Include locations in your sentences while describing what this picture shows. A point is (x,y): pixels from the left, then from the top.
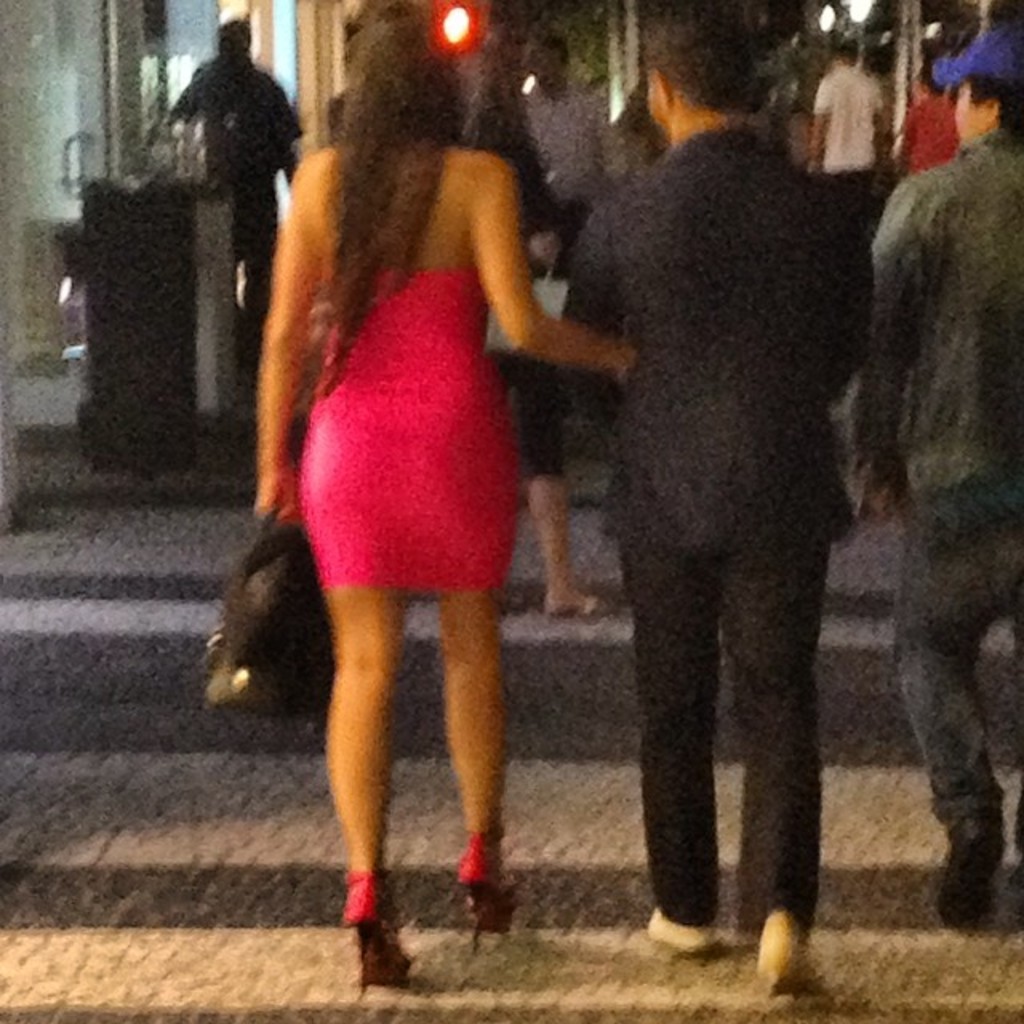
In this picture there is a woman (366,438) who is wearing red dress (435,456) and holding a black bag (296,615), beside her we can see a man (709,378) who is wearing blazer (703,405), trouser (702,747) and shoe (763,969). On the right (963,379) there is another man (976,750) who is wearing cap (980,67), jacket (956,345) and jeans (945,610). In the background (863,135) we can see the group of persons (591,110). In the top left (234,126) there is a man (213,169) who is standing near the door (70,183), wall (141,152) and desk (166,277). At the top (964,24) we can see the traffic signals (477,31), trees (574,44), poles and lights (856,15).
